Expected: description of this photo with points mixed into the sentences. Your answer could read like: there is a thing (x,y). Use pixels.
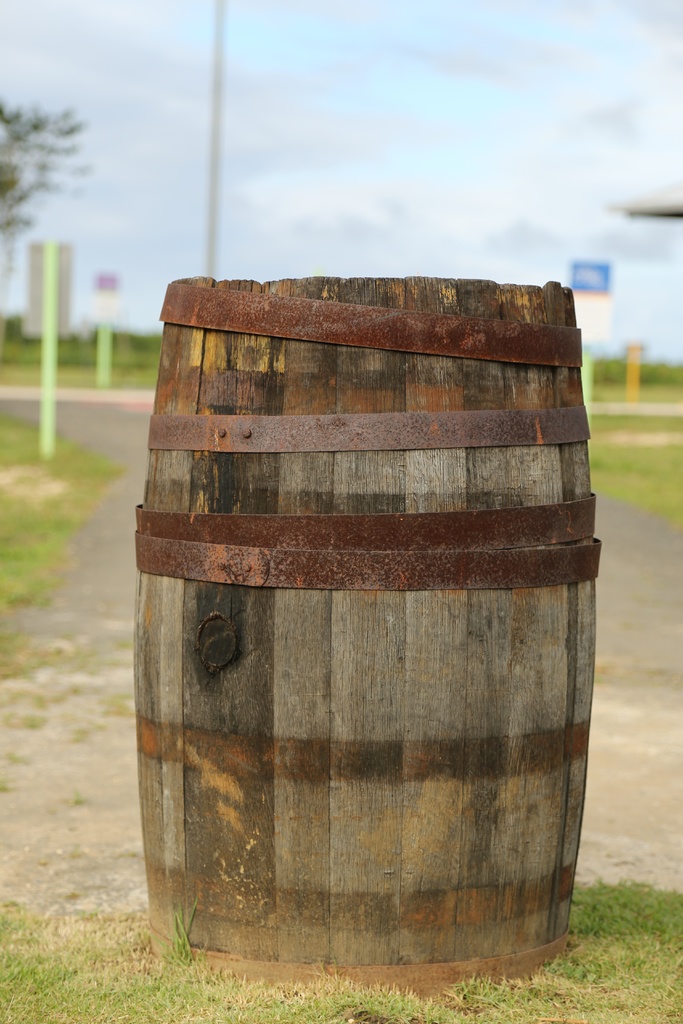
In this image we can see a barrel (479,843) placed on the ground (237,1002). In the background (634,396), we can see a group of poles (44,333), tree (52,169) and the sky (417,192).
